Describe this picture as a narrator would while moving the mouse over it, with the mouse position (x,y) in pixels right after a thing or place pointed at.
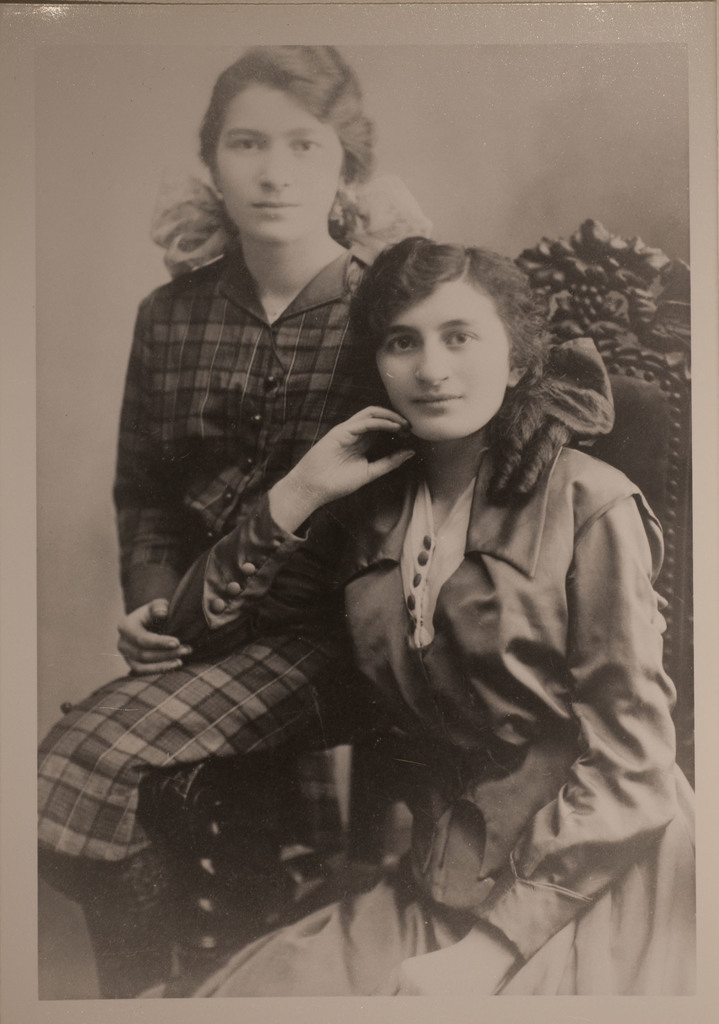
This is a black and white image. On the right side (680,846), there is a girl (611,669) sitting on a chair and keeping her elbow (208,593) on a leg (223,669) of another girl (198,309) who is sitting.
